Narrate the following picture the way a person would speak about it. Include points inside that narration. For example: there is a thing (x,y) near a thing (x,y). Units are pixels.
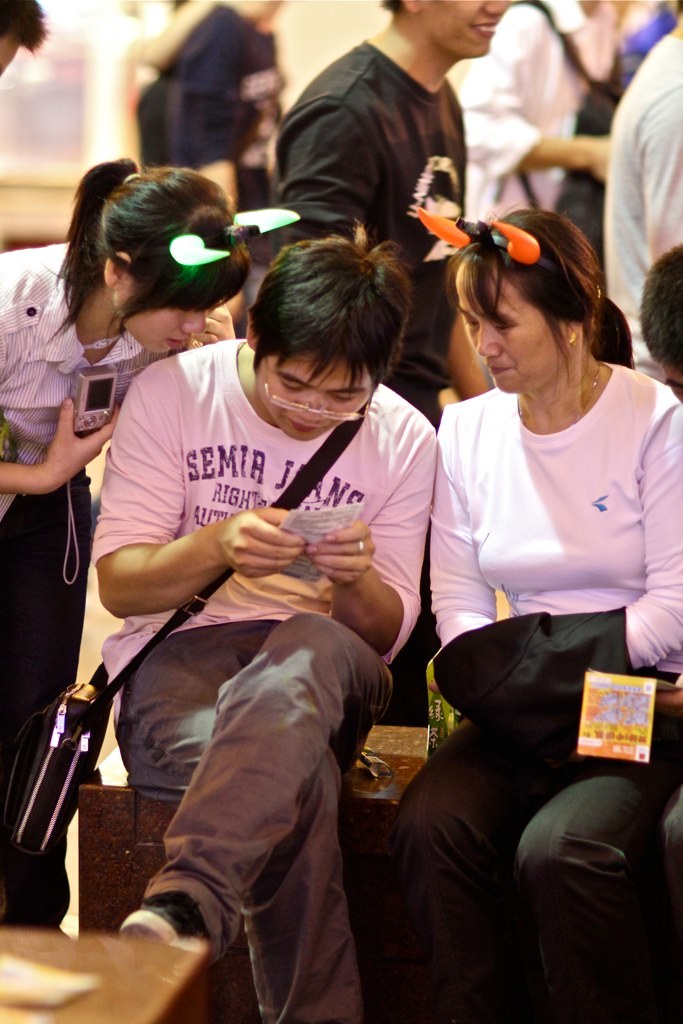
On the left side (61,960), there is an object (73,975) on a wooden object (188,985). Behind this wooden object (149,962), there is a person (209,346) in a pink color t-shirt (157,416), wearing a handbag (68,737), holding a paper (329,521) and sitting on a wooden object (373,741). Beside this person (204,497), there is a woman (91,331) holding a camera (97,367) and bending. On the right side (541,769), there is a woman (537,784) in a pink colored t-shirt (632,652), holding a black color cloth (551,626) and sitting. Beside her, there is a bottle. In the background (502,179), there are other persons (348,192) and there is a wall (301,44).
